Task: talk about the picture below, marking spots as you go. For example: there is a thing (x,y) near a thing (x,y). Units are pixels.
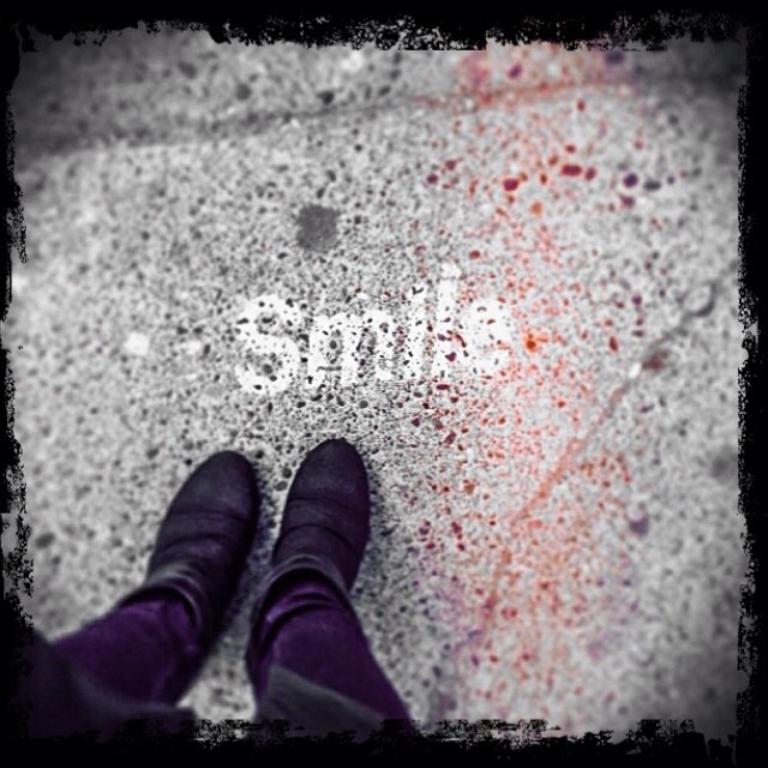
This is a photo and here we can see person's legs (362,541) and there is some text (326,321).
